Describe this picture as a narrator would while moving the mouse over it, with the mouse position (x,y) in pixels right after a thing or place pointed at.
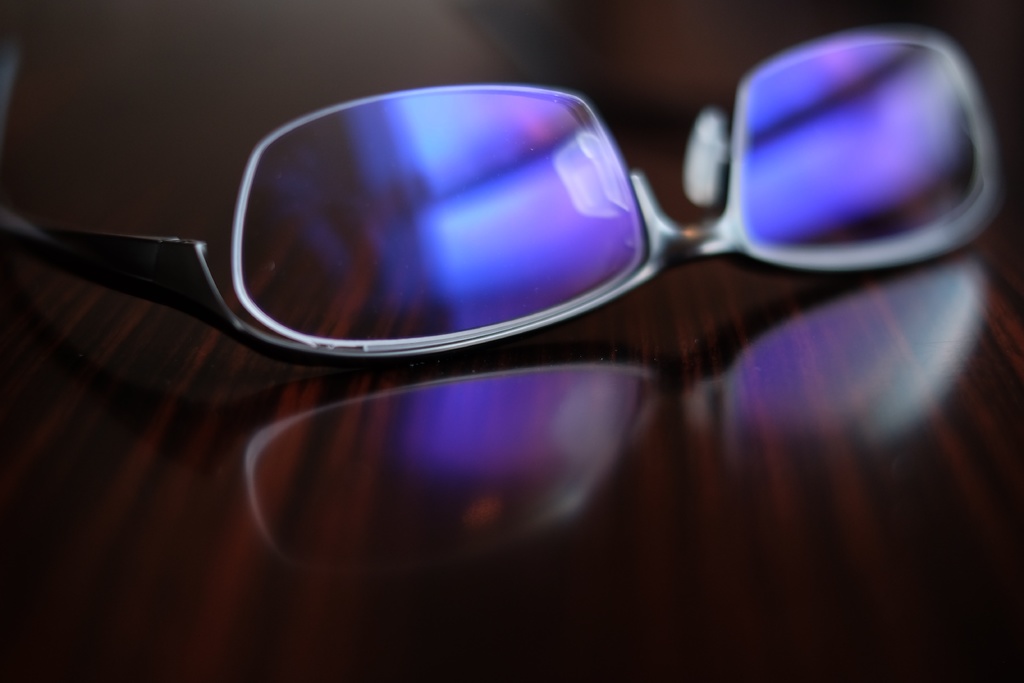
In this image we can see the spectacles (444,263) on an object (550,332), which looks like a table (643,129).
